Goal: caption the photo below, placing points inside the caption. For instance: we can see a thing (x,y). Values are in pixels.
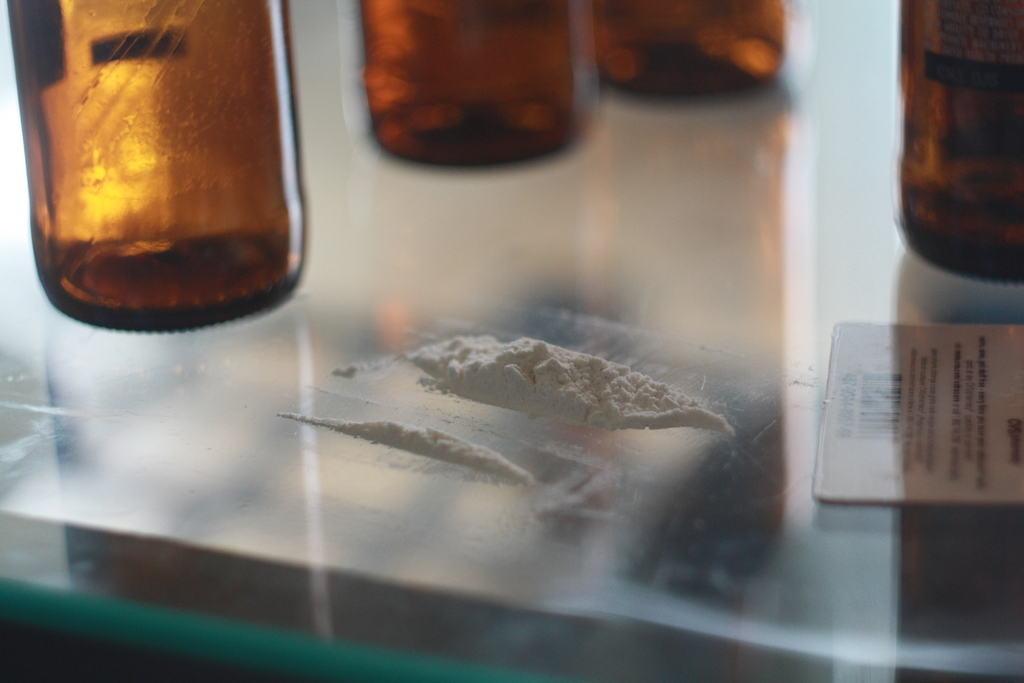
In this picture there are four brown glass bottles (434,95) placed on a glass table (857,222) and to the left side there is powder (533,386) which is white in color. There is a label (870,427) beside it on which information (983,354) is printed.
